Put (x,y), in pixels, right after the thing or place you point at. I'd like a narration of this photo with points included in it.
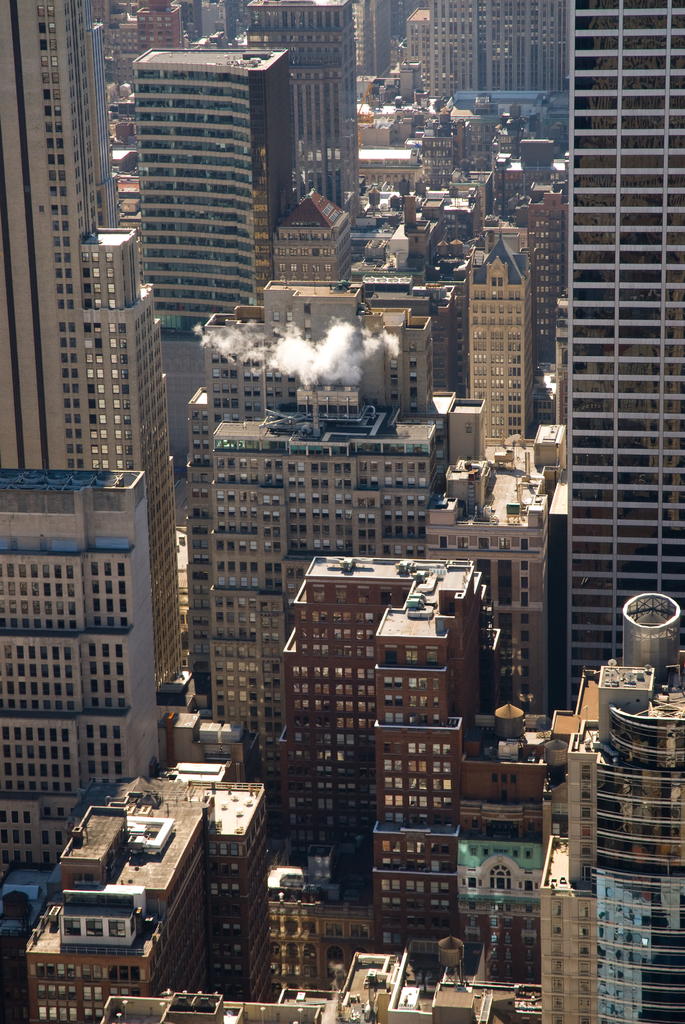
In the picture we can see many buildings (156,715), tower buildings (156,715) with many floors (107,333), windows (55,223) and glasses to it.
